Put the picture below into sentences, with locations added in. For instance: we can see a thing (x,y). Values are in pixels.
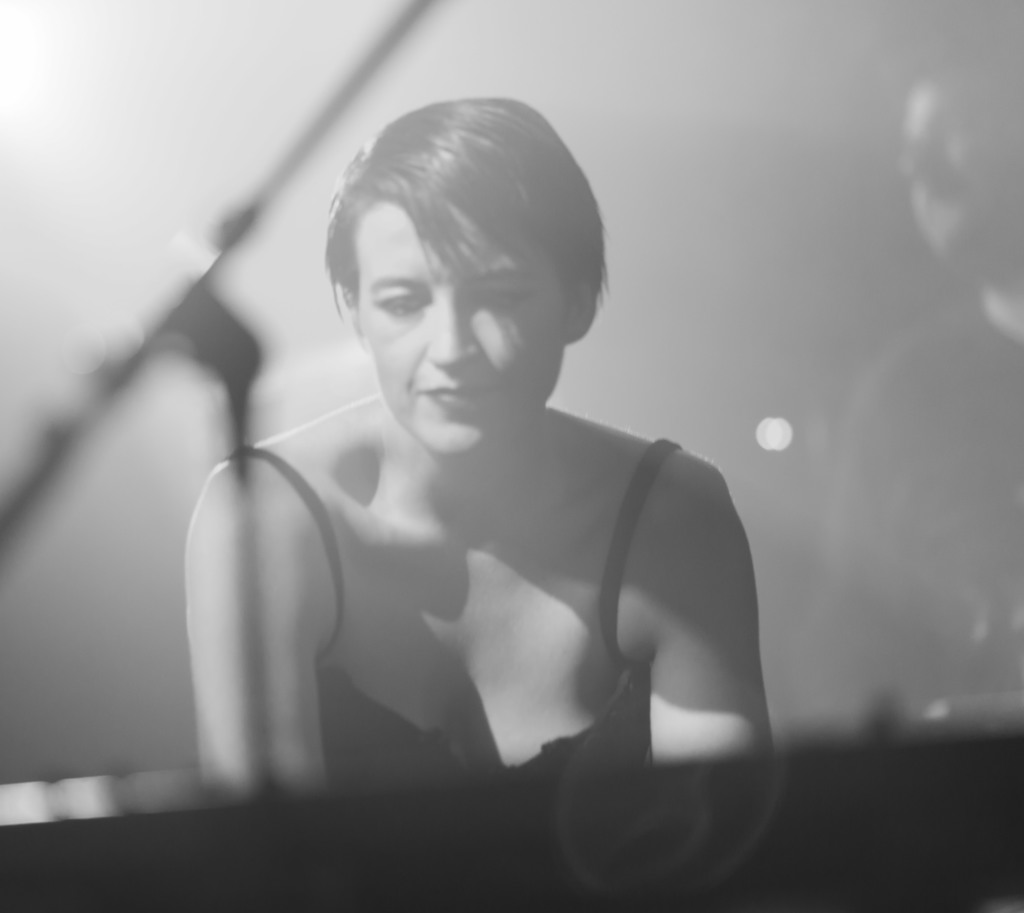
In this image there is a woman (575,481). Before her there is a mike stand (75,422). Right side (1000,607) there is a person (993,154).
